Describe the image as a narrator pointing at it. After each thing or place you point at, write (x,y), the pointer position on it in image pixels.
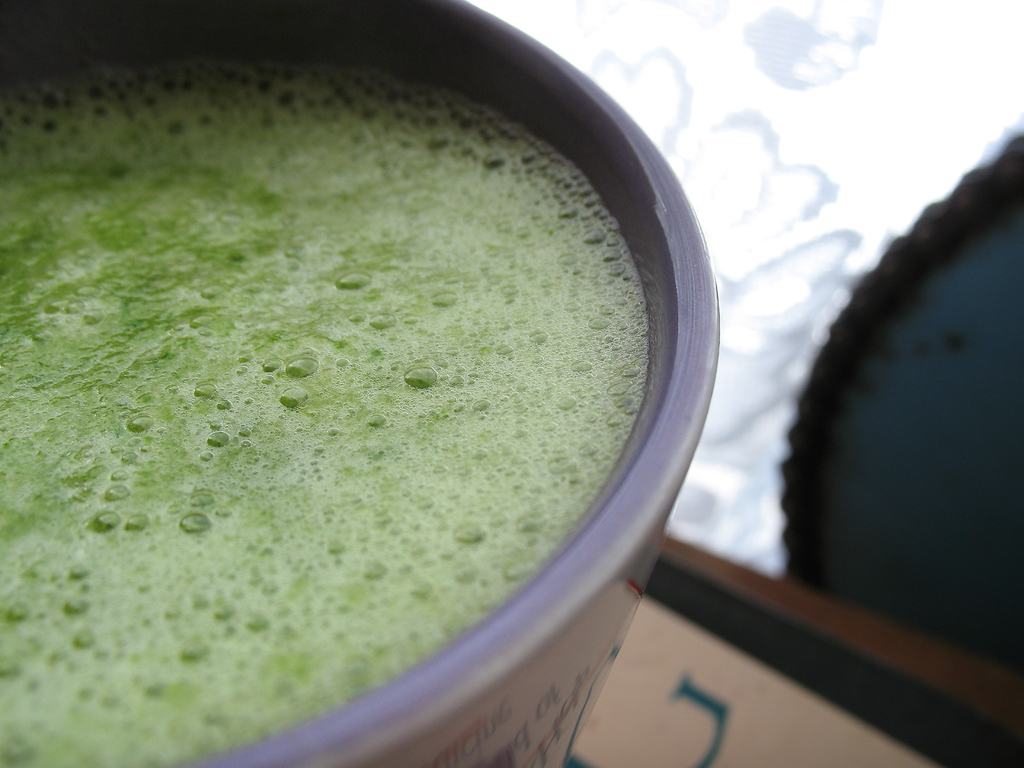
In this image there is a truncated cup (518,623), there is juice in the cup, the background of the image (728,64) is white.
